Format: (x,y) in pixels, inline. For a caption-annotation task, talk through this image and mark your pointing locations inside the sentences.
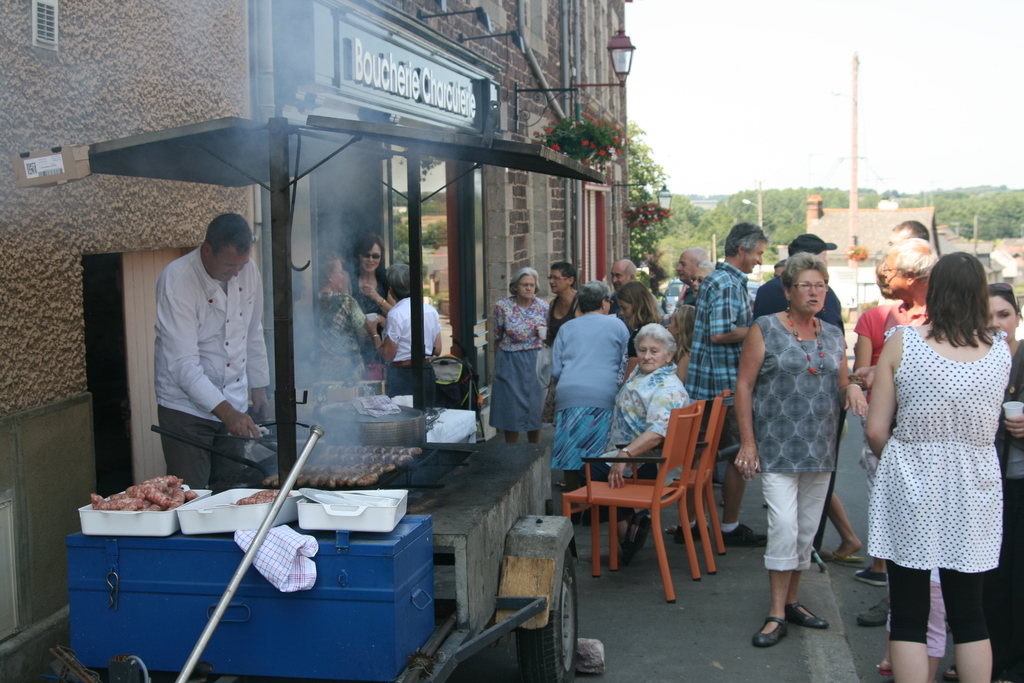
In this image i can see a group of people (902,509) standing on a street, some chairs (668,460) and a food truck (356,487). I can see a person (235,244) cooking the food (253,494) and in the background (567,212) i can see a building (430,124), trees (742,212) and a sky (823,118).
